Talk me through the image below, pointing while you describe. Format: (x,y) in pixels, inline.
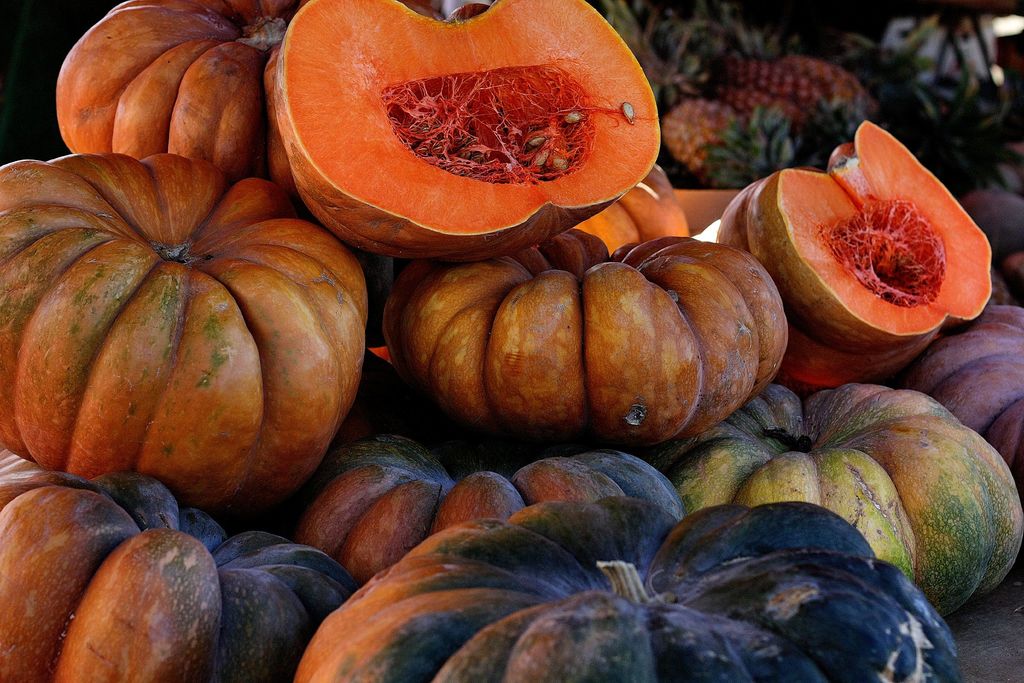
In this image I can see the pumpkins (506,388). In the background (766,99), I can see the pineapples (765,109).
